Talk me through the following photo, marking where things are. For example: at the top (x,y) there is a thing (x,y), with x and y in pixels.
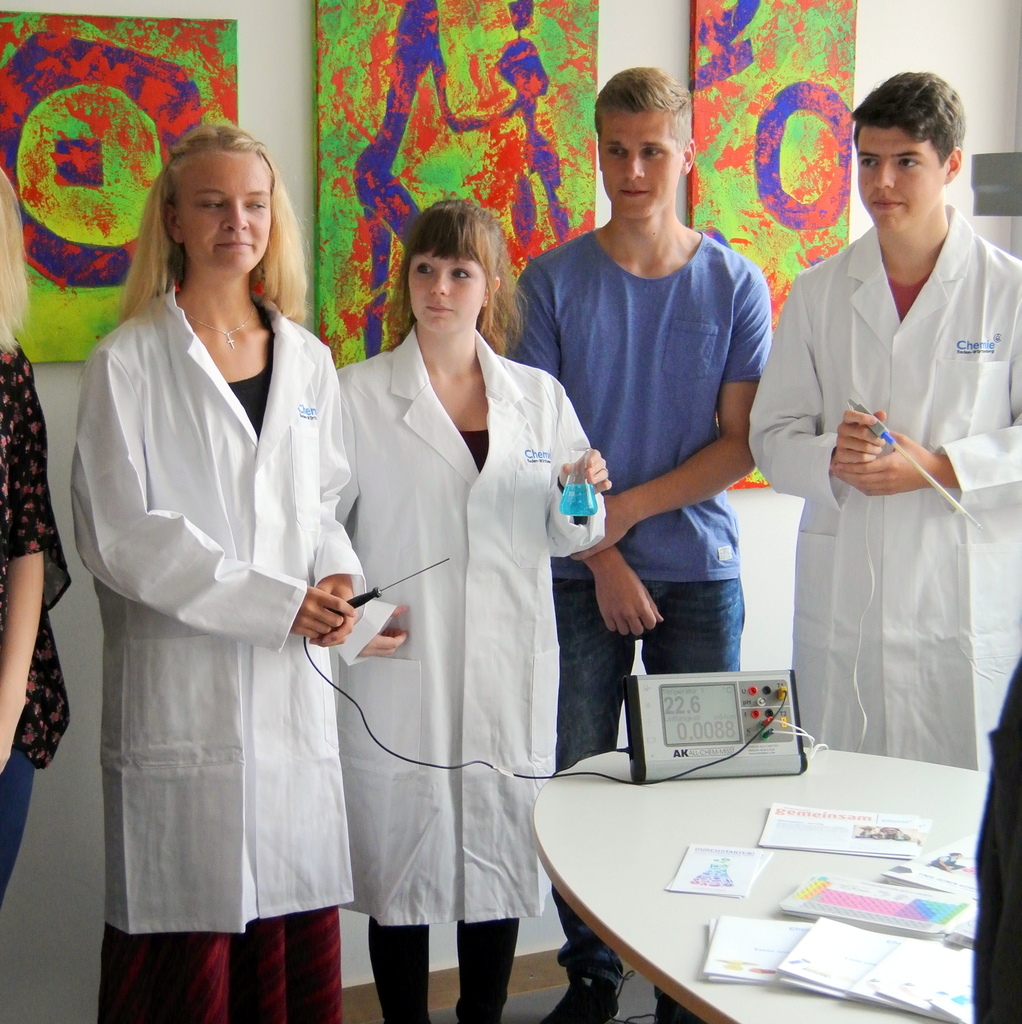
In this image we can see a group of people (424,550) standing on the floor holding some instruments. We can also see a table (693,934) beside them containing some papers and an electrical device (680,675). On the backside (555,200) we can see some paintings (354,249) on a wall (285,180).
